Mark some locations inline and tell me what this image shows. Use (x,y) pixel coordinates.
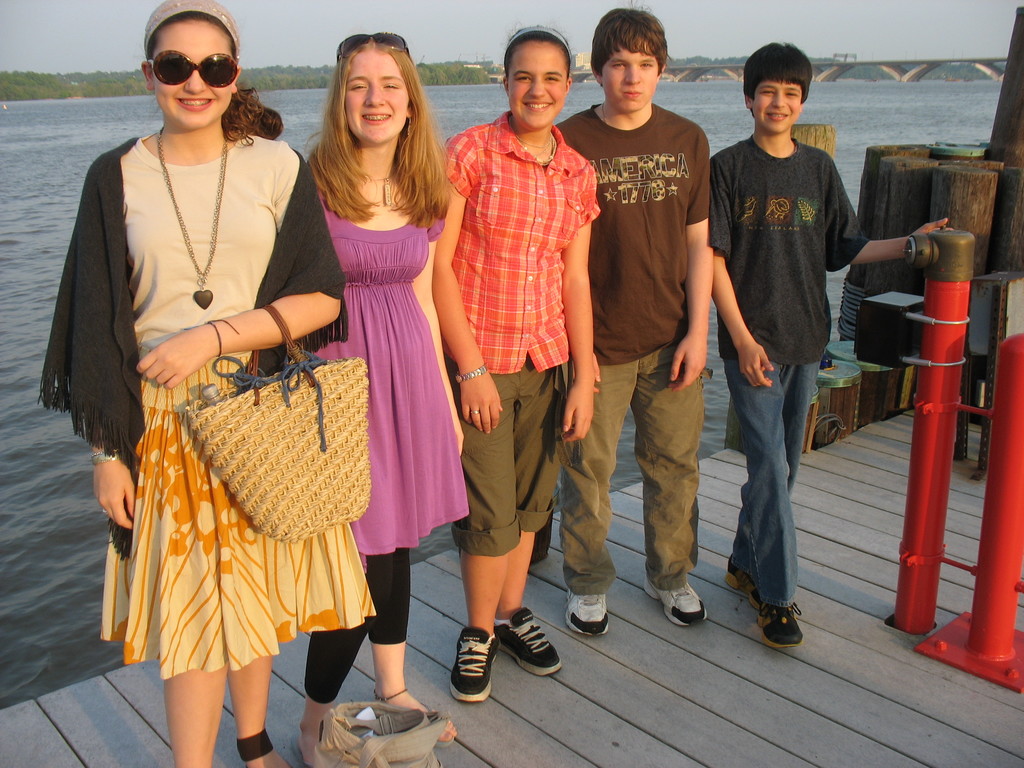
In this image I can see number of persons (455,371) are standing on the wooden floor (660,698) and I can see a bag (400,746) on the floor (947,610). I can see two red colored poles (1007,582), few wooden poles (956,209), the water (933,122), a bridge (955,63), few trees (104,79) and in the background (111,66) I can see few buildings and the sky (751,44).
